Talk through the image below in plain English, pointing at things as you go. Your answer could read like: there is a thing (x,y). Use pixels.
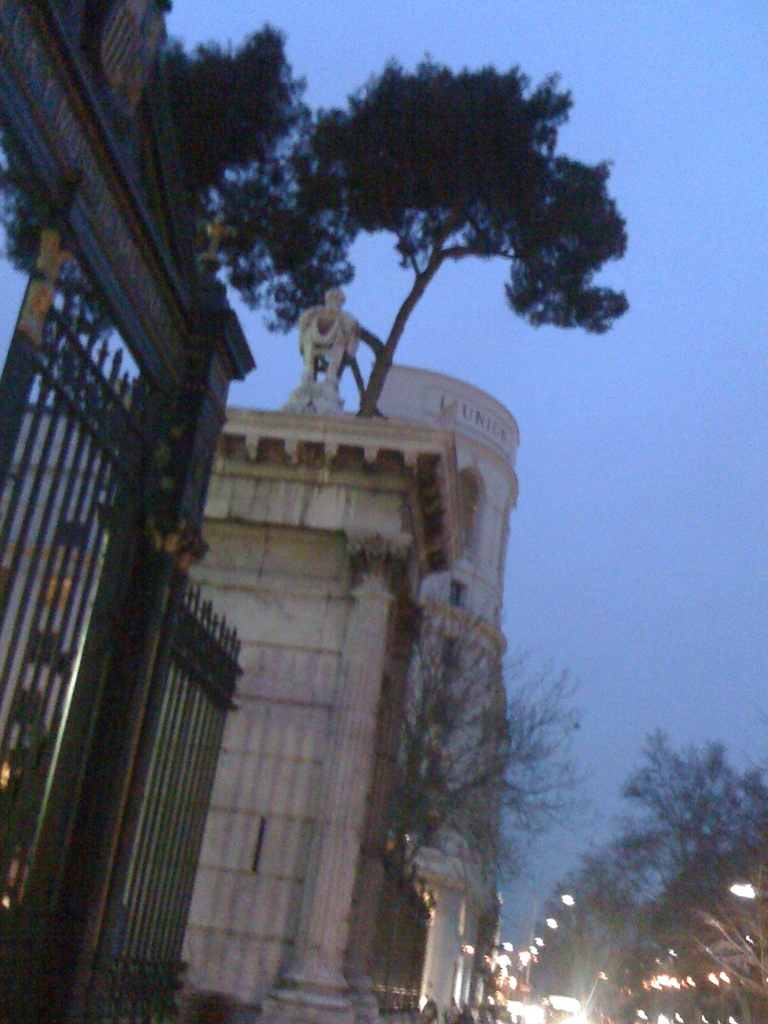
In the picture I can see some trees (672,930), buildings (256,660), on right side of the picture (655,975) there are some lights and top of the picture (662,323) there is clear sky (596,345).
